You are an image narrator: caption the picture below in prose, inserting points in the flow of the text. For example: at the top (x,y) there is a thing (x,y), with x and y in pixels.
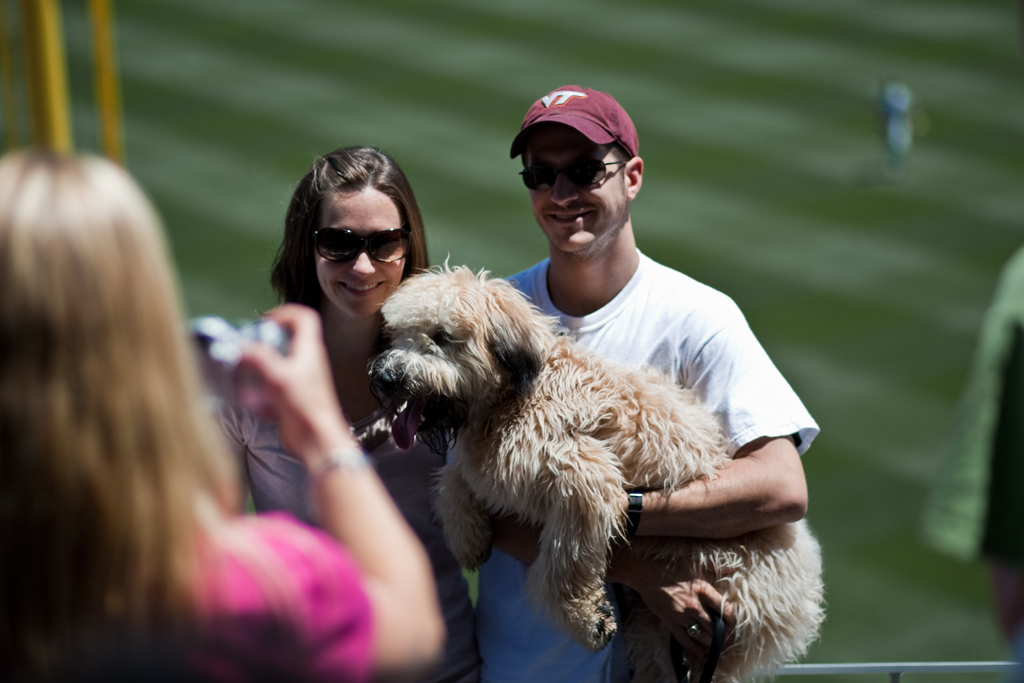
In this image I can see a man (675,338) white color t-shirt (644,308) and red color cap (590,126) on his head (585,142) and smiling. In his hands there is a dog (508,415). Beside this person (654,316) there is a woman (354,386) standing and smiling. The man (547,288) and woman (406,276) are looking at the camera (236,339). On the left side of the image (71,495) there is a woman (264,608) wearing pink color dress (296,579) and holding the camera (223,371) in her hands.
